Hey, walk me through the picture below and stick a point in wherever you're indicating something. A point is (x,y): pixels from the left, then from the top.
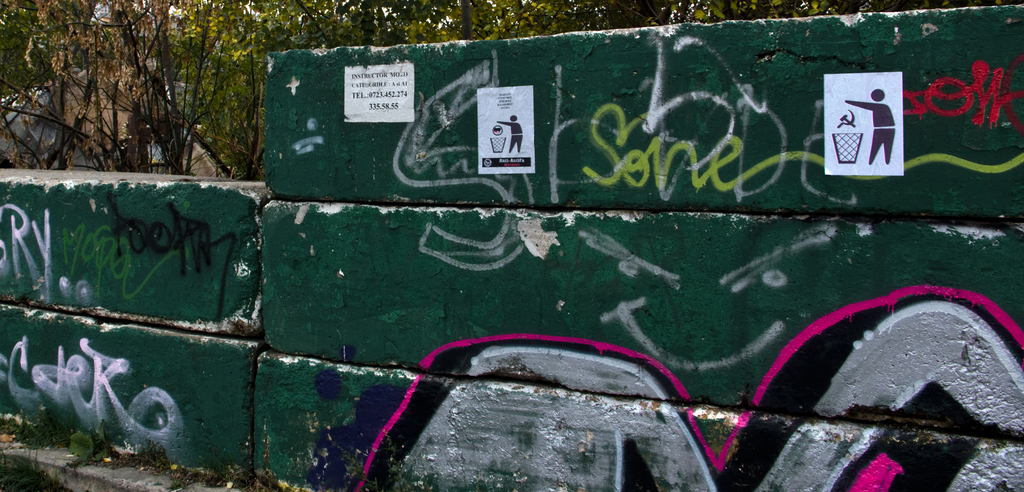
In this image in the center (620,324) there is a wall (379,153), on the wall (502,70) there are some posters (833,145). On the posters (380,93) there is text (496,96) and in the background (129,72) there are some trees (200,33), at the bottom (68,457) there is some scrap (100,458).
